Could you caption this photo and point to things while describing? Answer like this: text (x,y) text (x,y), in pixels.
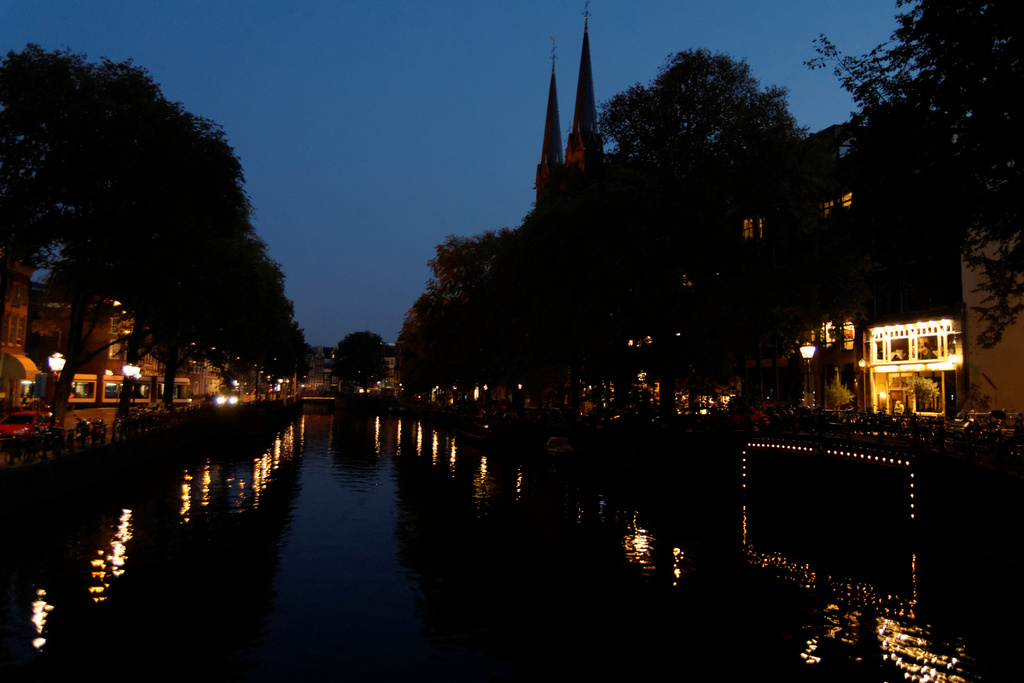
At the bottom of this image (426,544), there is water (395,568). On both sides of this water (361,573), there are trees (530,272). In the background (19,283), there are buildings (888,302) and lights (113,303) arranged, a vehicle (234,389) and there is the blue sky (412,26).
